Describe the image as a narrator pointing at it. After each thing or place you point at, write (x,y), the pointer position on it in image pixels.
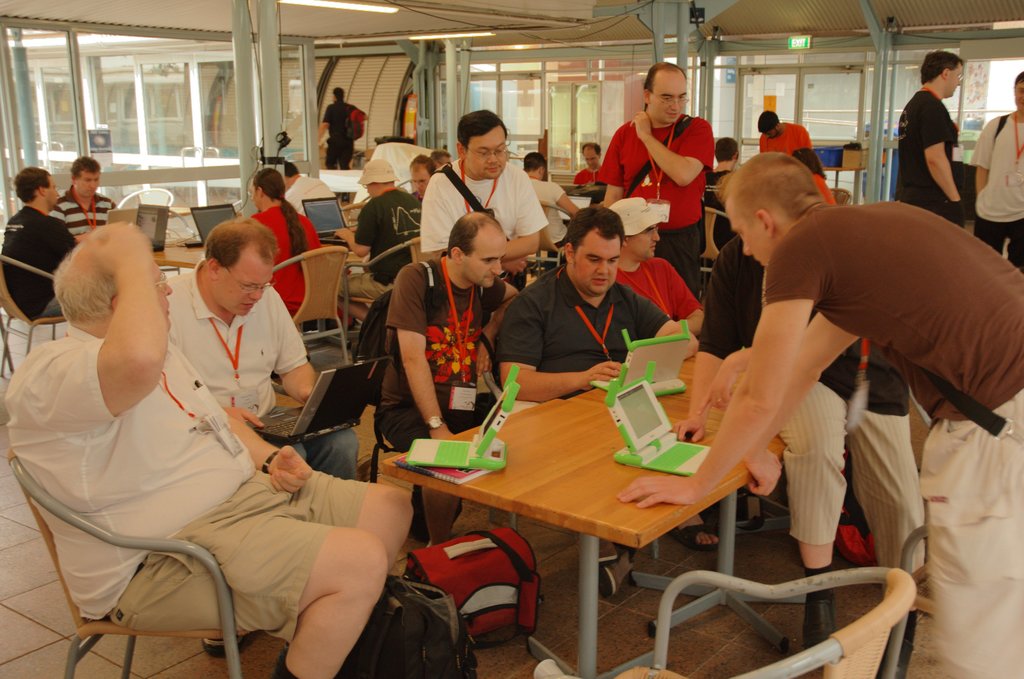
In this image i can see group of people (429,320) sitting on chairs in front of tables (528,421), On the tables (562,447) i can see laptops (378,382) and few other electronic gadgets (447,463). In the background (547,47) i can see ceiling (546,20), a board (799,44), few persons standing and the glass window (470,100) through which i can see a building (111,85).
